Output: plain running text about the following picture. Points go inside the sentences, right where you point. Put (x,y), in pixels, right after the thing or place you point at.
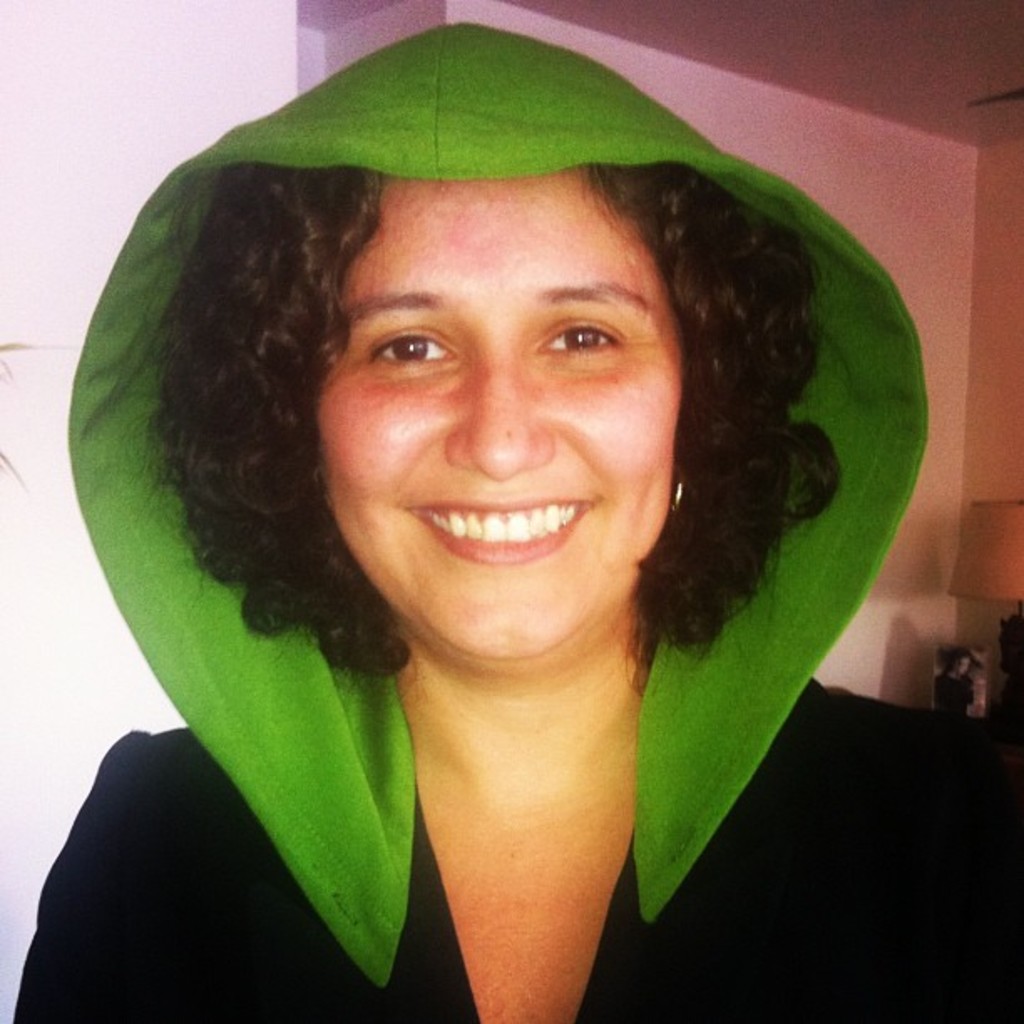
In this image there is a woman (376,652) standing and smiling, behind her there is a table (1023,789) with lamp (977,538).
